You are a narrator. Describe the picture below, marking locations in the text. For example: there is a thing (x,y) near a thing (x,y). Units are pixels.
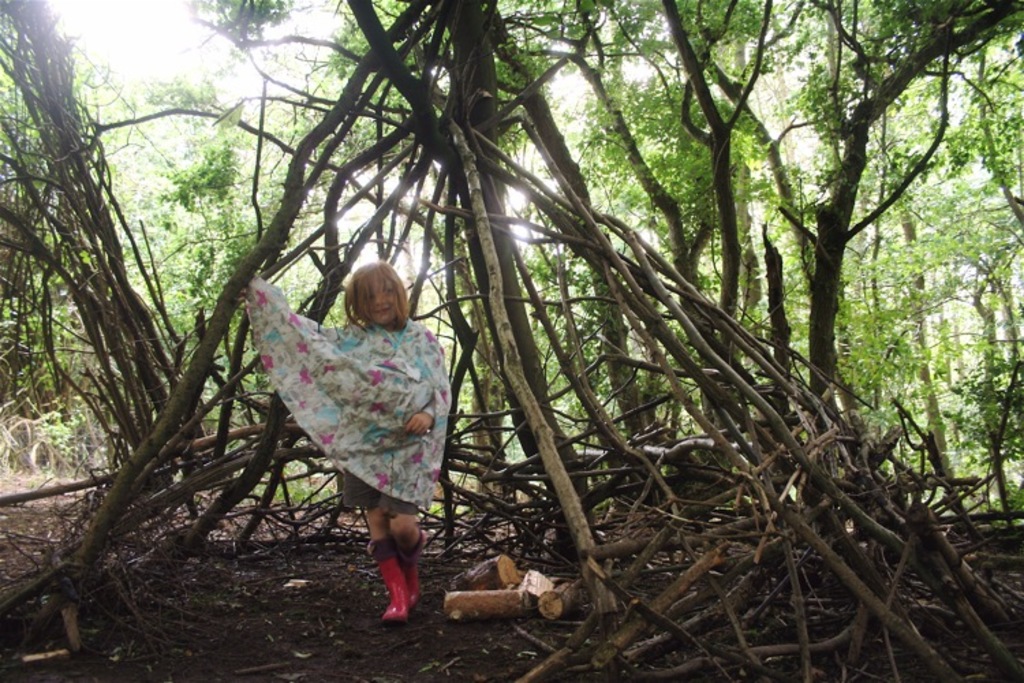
In the foreground of the picture (362,398) we can see wooden logs (683,665), soil (381,618) and a girl (377,349). In the background (1002,225) there are trees (623,188).
